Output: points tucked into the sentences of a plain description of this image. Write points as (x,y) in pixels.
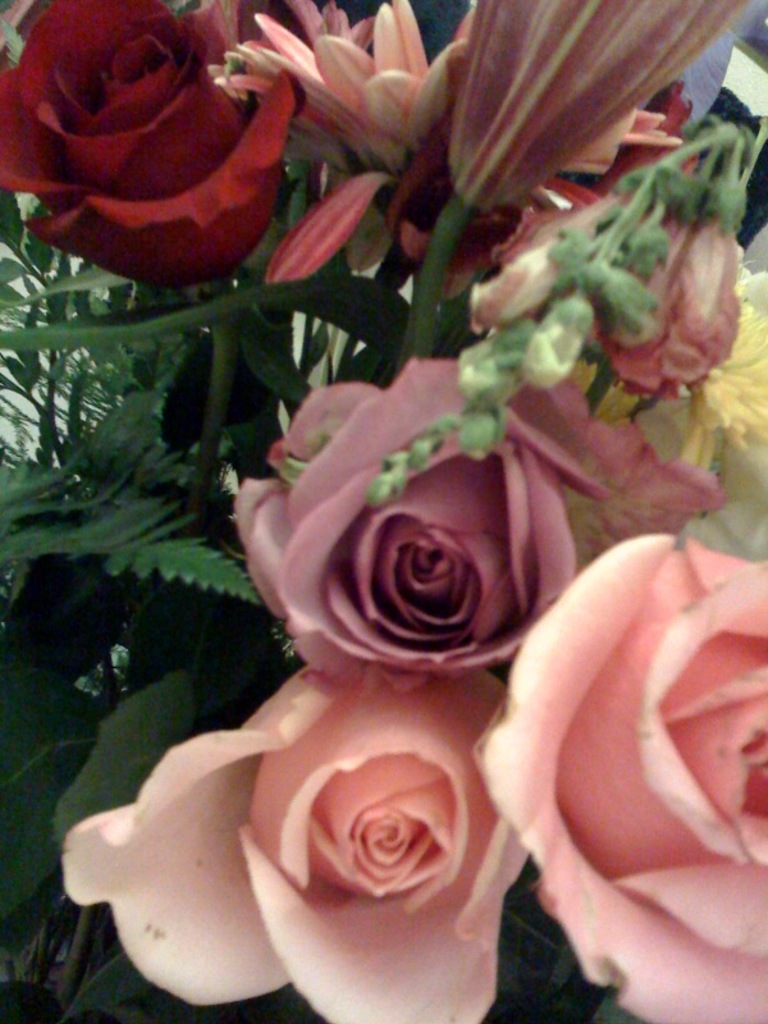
In the image there is a bouquet (266,409) with different flowers (477,421).
